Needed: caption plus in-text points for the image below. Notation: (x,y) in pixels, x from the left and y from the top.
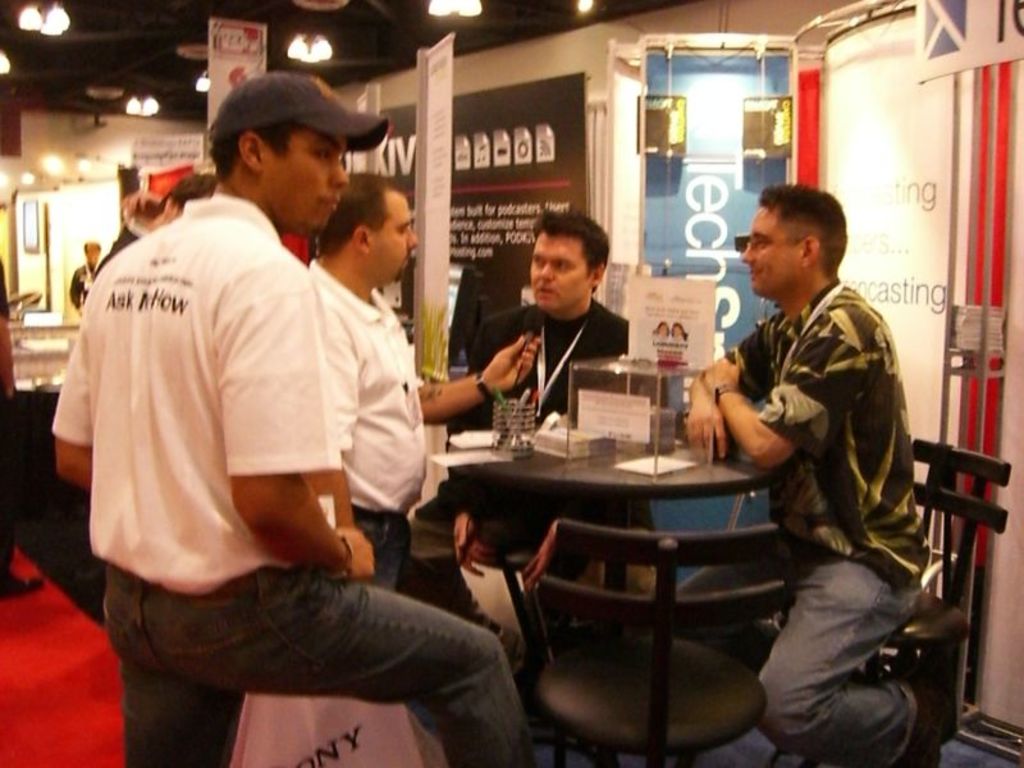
In this picture there are several people (327,406) around the table (678,489) with stationary objects (624,436) on it. In the background (742,215) there are booth panels (946,151) with posters (733,206) attached.
